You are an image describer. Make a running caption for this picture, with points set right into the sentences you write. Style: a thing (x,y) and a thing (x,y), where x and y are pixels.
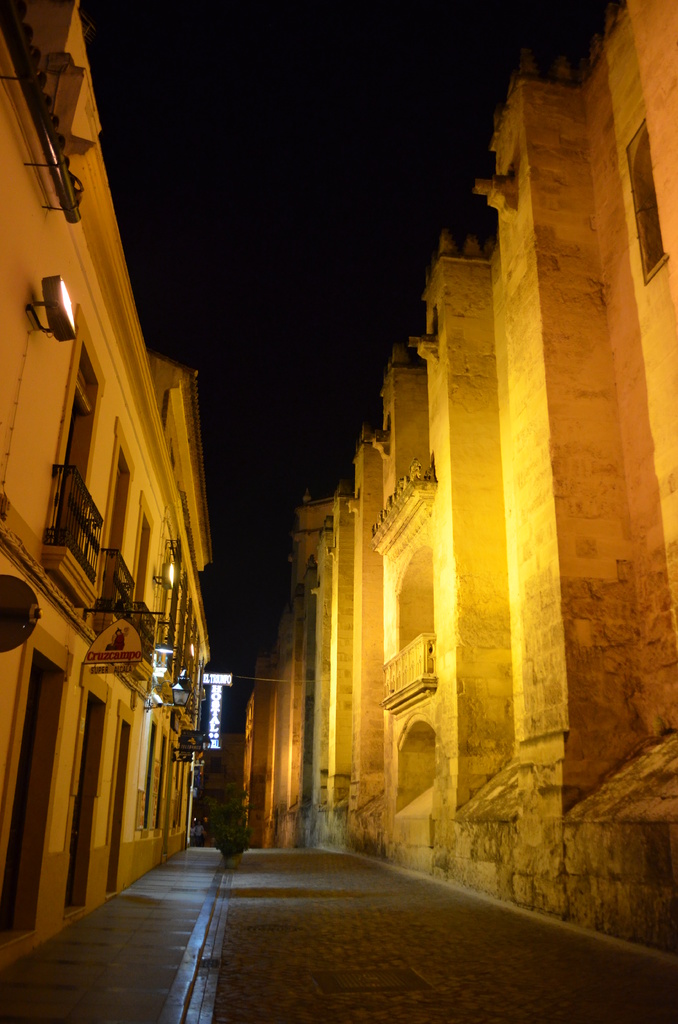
In the image there is a huge building (3,357) on the left side (89,715) and there is a fort (444,765) on the right side (554,408), in between these two constructions (418,610) there is a pavement (182,954).
